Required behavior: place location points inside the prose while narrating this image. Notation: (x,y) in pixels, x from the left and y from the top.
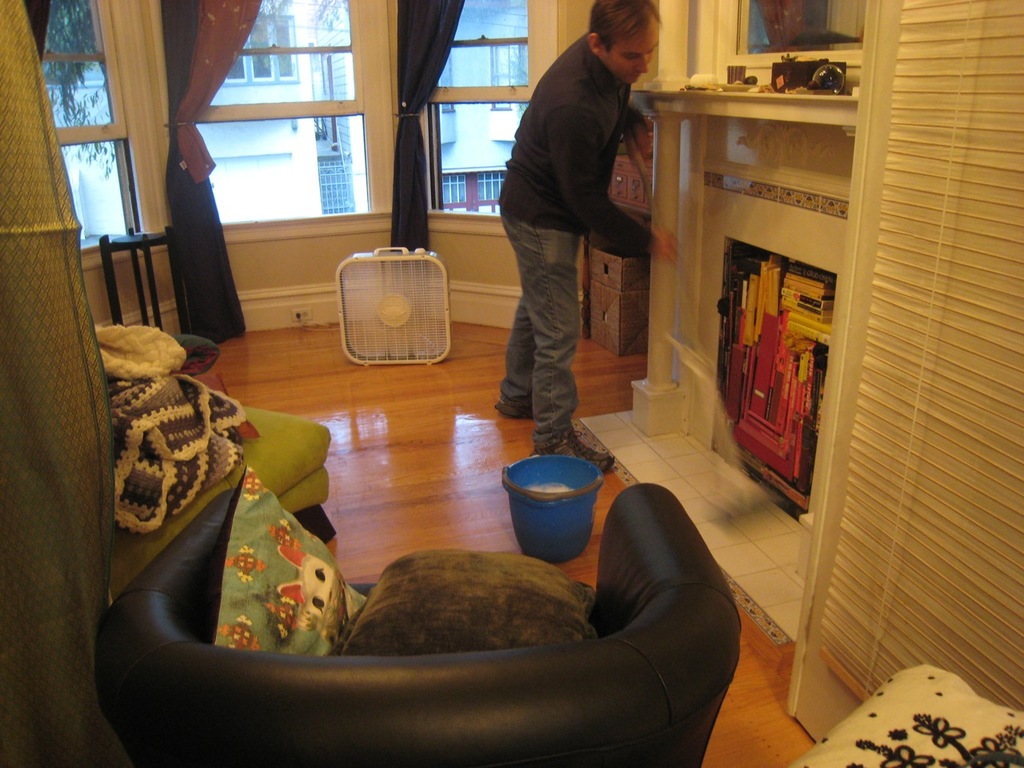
This image is taken in indoors. In the middle of the image (629,504) there is a sofa (705,619) with pillows (372,610) on it. In the right side of the image (722,15) there is a cupboard (698,57) with shelf (781,102) and few things (772,90) on it and a mirror (774,39). In the background (213,50) there are few windows (261,107) with curtains (186,148) and there is a man (553,392) in this image standing on the floor (495,388).
